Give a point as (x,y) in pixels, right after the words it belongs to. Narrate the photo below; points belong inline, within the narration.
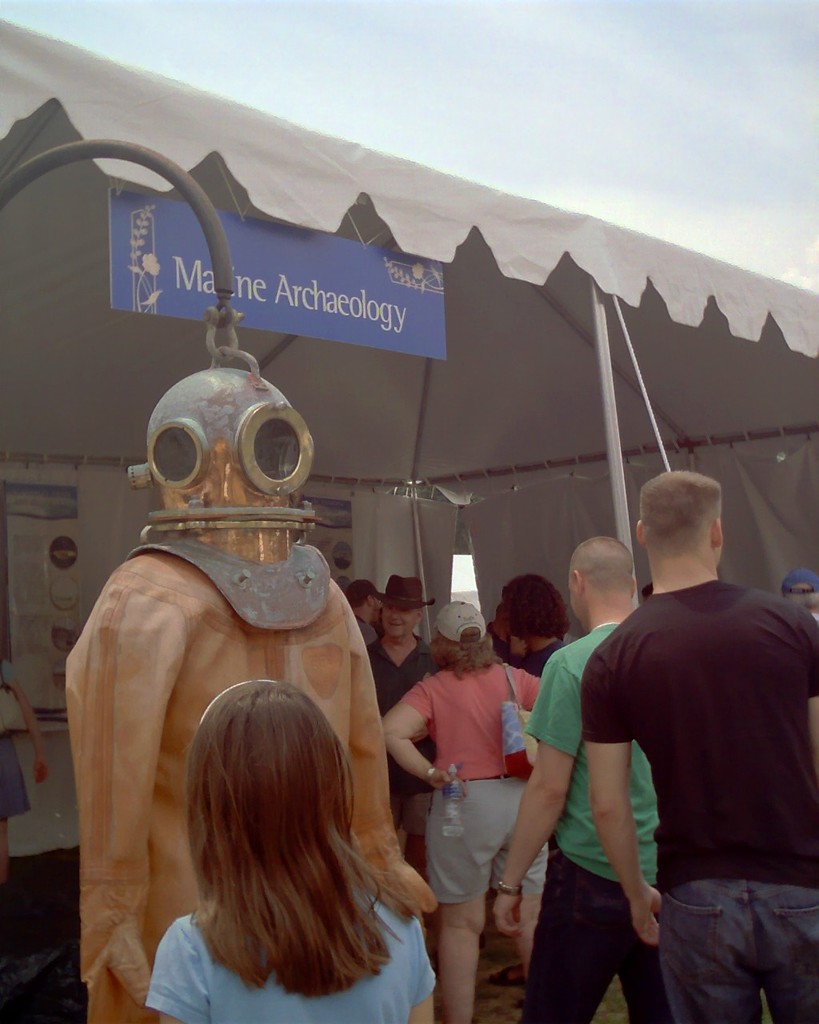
In this image we can see a group of people (551,794) standing. One woman (474,750) is holding a bottle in her hand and wearing a bag (528,716). On the left side of the image (245,537) we can see a diving suit (244,655) with helmet (263,447). In the center of the image (388,507) we can see a tent (563,265), some poles (610,376) and banners (71,510) with some text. At the top of the image (519,73) we can see the sky (529,70).
